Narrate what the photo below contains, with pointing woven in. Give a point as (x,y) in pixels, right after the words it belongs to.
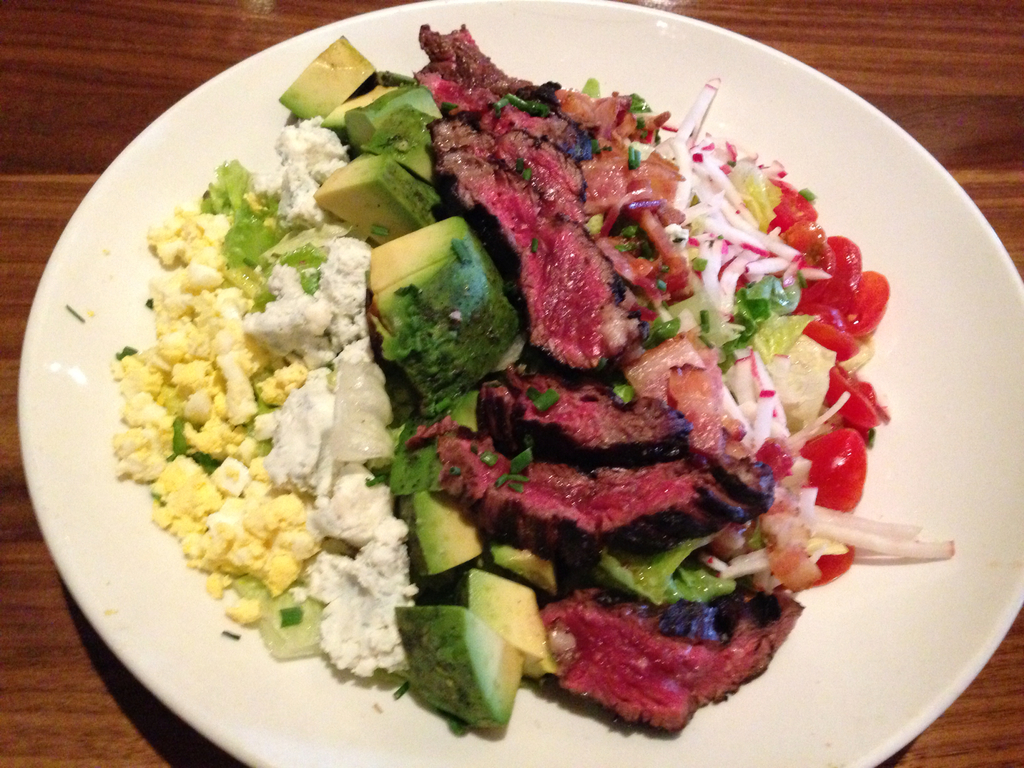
In this image we can see a plate (875,178) on the table (946,51) and in the plate (819,153) there is some food item (528,469).
